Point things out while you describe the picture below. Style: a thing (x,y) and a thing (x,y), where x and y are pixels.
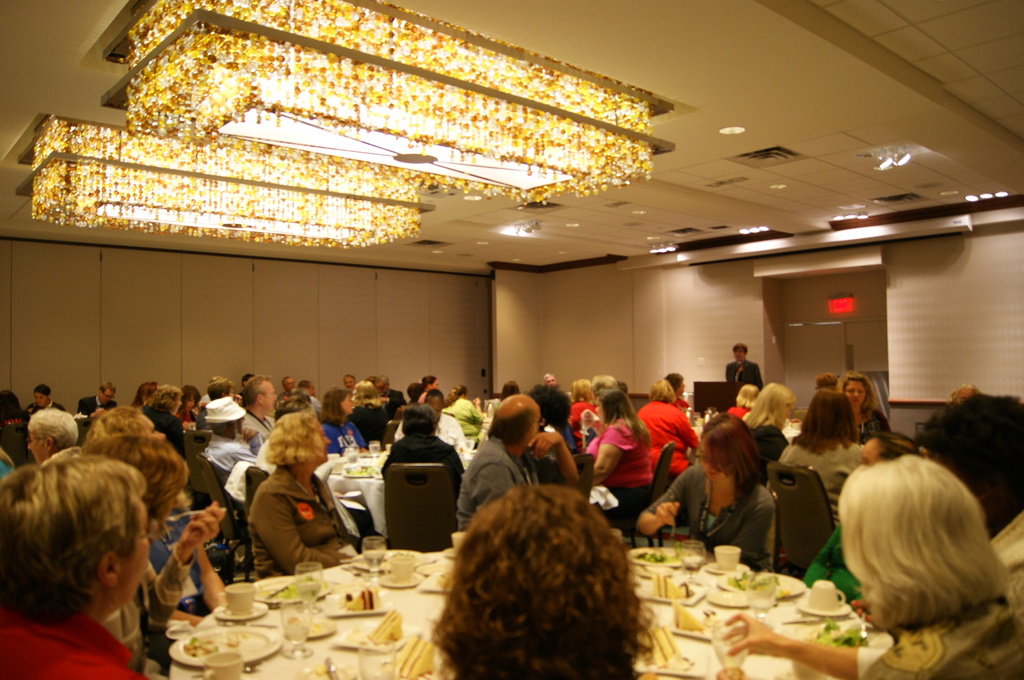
This is completely an inside view picture. Here we can see a decorative ceiling light (203,116). Here we can see one person (728,371) standing in front of a podium (707,403). Here we can see all the persons (569,402) on the chairs (15,446) in front of a table (425,629) and on the table (419,612) we can see glasses (297,633), cups (241,587), saucers (260,608) and plates (268,635) in which there is a food (394,626). We can see tissue papers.
